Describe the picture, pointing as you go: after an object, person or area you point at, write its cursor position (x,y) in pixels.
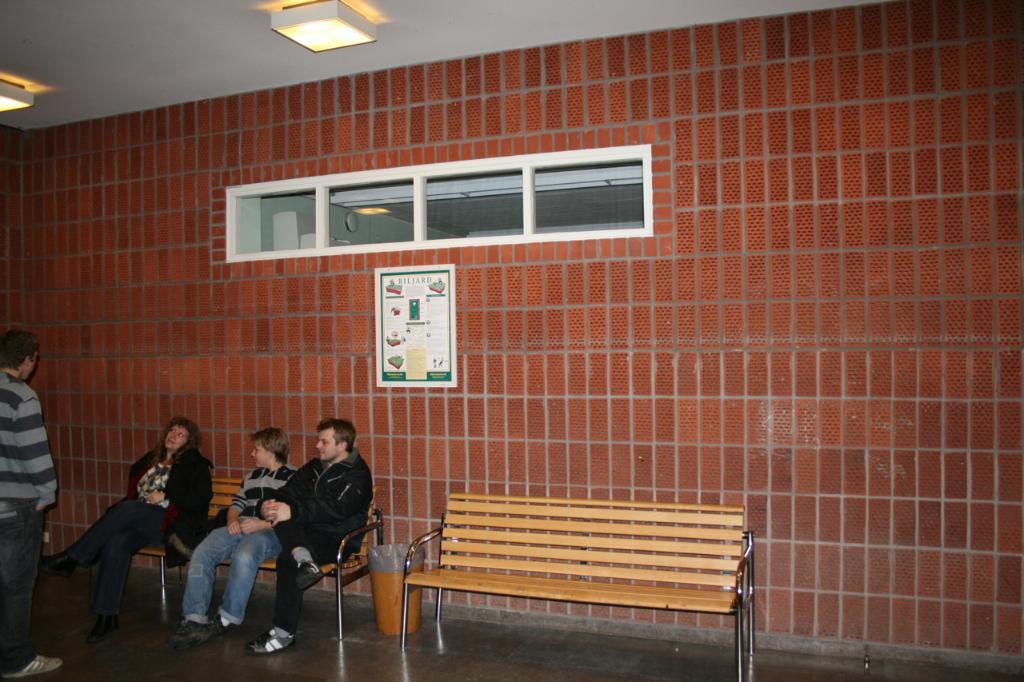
This image is clicked in a room (310,192). There are four people (156,515) in this image. In the middle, there is a empty bench (562,541). To the left (13,507), the man (13,507) is standing. In the background (400,324) there is a ventilator (619,181) and a poster (418,327) on the wall (329,301). At the top (164,70), there is a slab (96,55) and light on it.
